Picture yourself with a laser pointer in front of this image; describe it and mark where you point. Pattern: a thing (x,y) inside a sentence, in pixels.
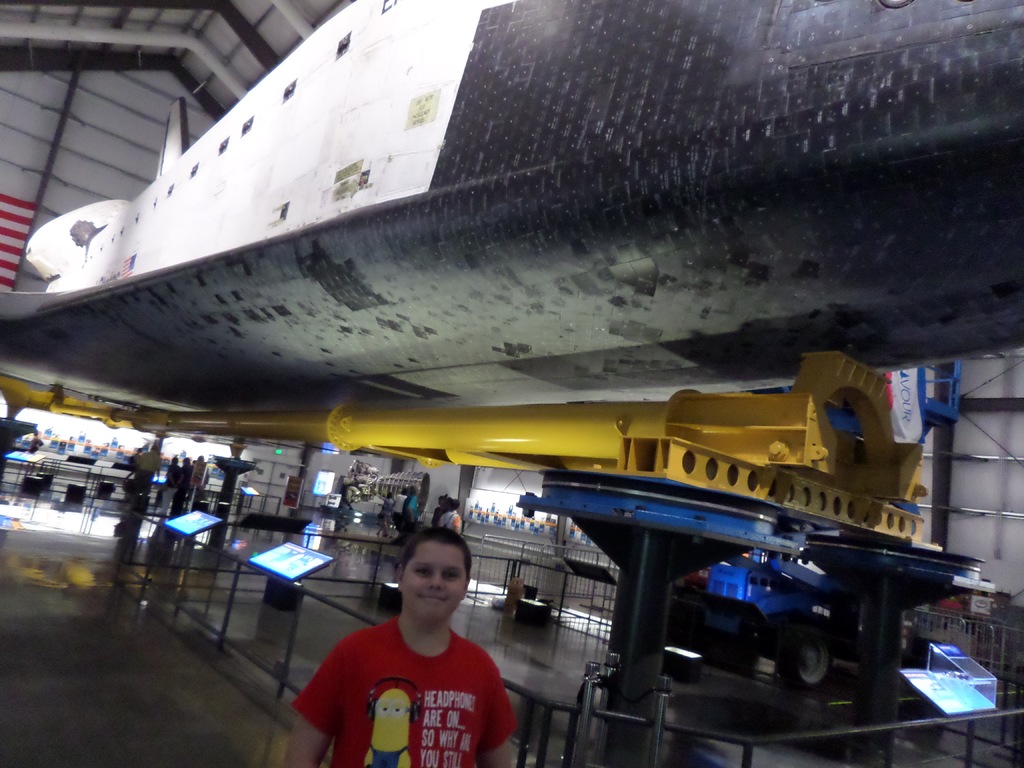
In this image I can see a person (435,634) standing wearing red shirt (413,678), at back (308,556) I can see few screens (207,518), I can also see few persons (145,489) standing and a pole (446,411) in yellow color.
